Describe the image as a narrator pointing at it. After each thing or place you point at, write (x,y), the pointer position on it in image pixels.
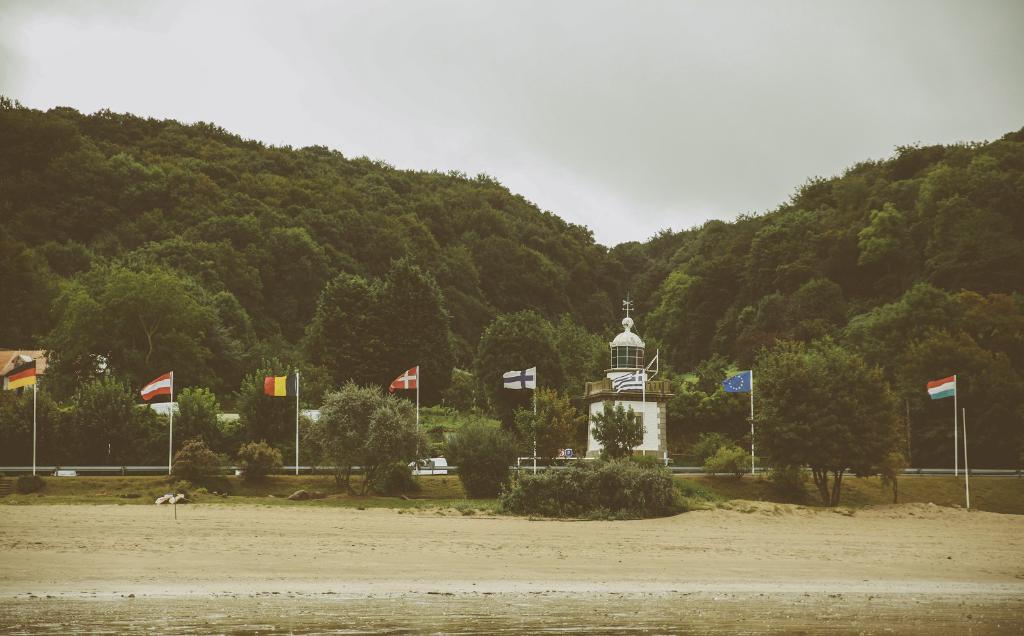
In this image there is land surface (142,530), behind the land (243,511) there is road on that road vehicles (419,469) are moving, there are flag poles (957,469) beside the road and there is tower (630,350), in the background (492,318) there is mountain (827,194) and that mountain (71,236) is covered with full of trees (555,311) and there is a cloudy sky (705,96).
